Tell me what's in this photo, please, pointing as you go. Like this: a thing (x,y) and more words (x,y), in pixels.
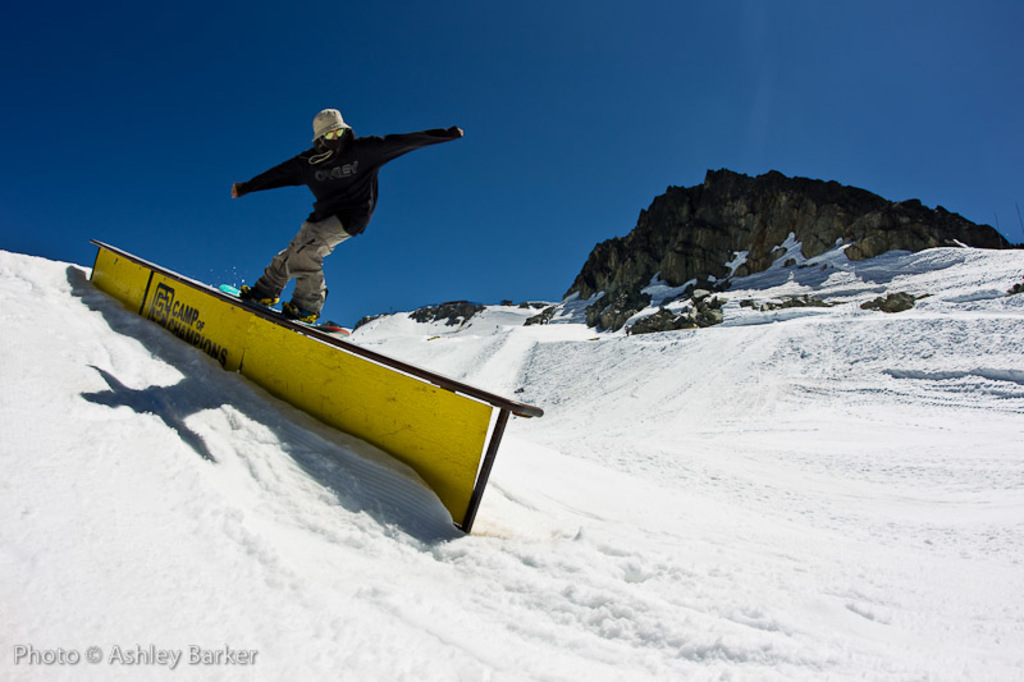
In this picture I can see a man (313,309) is standing on a snowboard (312,326). The man (342,191) is wearing a hat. Here I can see a yellow color board (309,385). On the right side (854,389) I can see snow (812,280), mountain (785,176) and the sky (720,80) in the background (441,143). Here I can also see a watermark (123,663) on the image.
